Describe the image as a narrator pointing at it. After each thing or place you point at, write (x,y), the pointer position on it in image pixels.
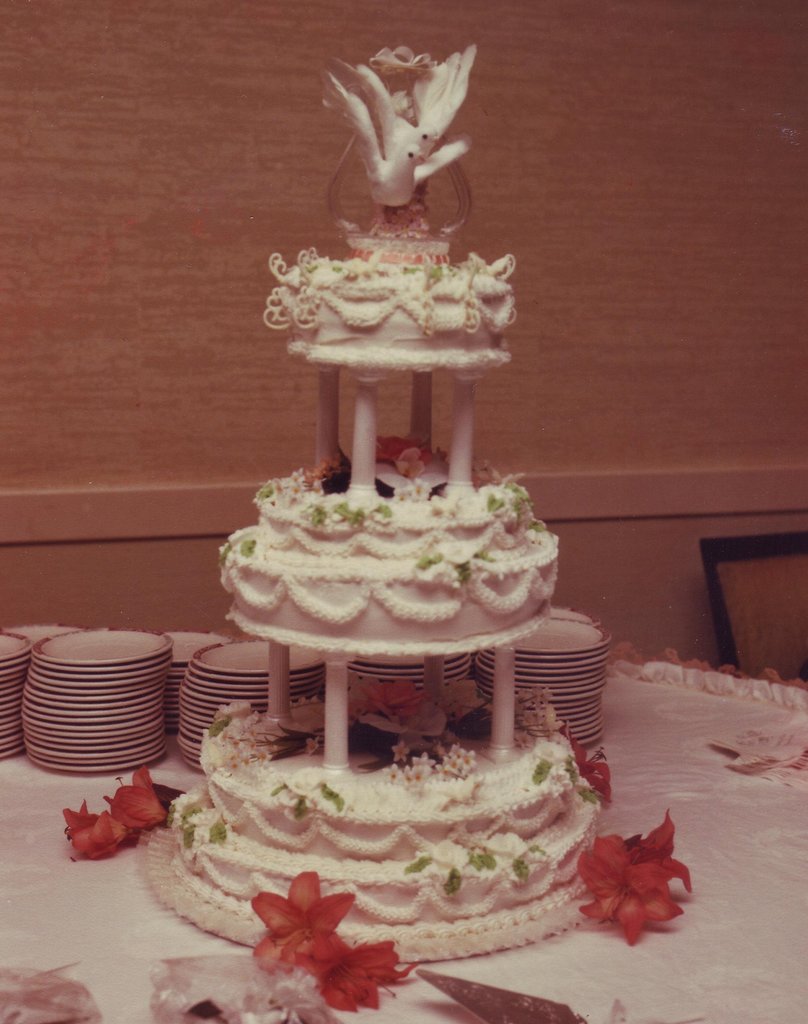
In this image I see a cake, which is of white in color and there are birds (384,190) on top of it. in the background (436,29) I see lot of plates (550,618) on the table (37,933) and the wall (132,572).
